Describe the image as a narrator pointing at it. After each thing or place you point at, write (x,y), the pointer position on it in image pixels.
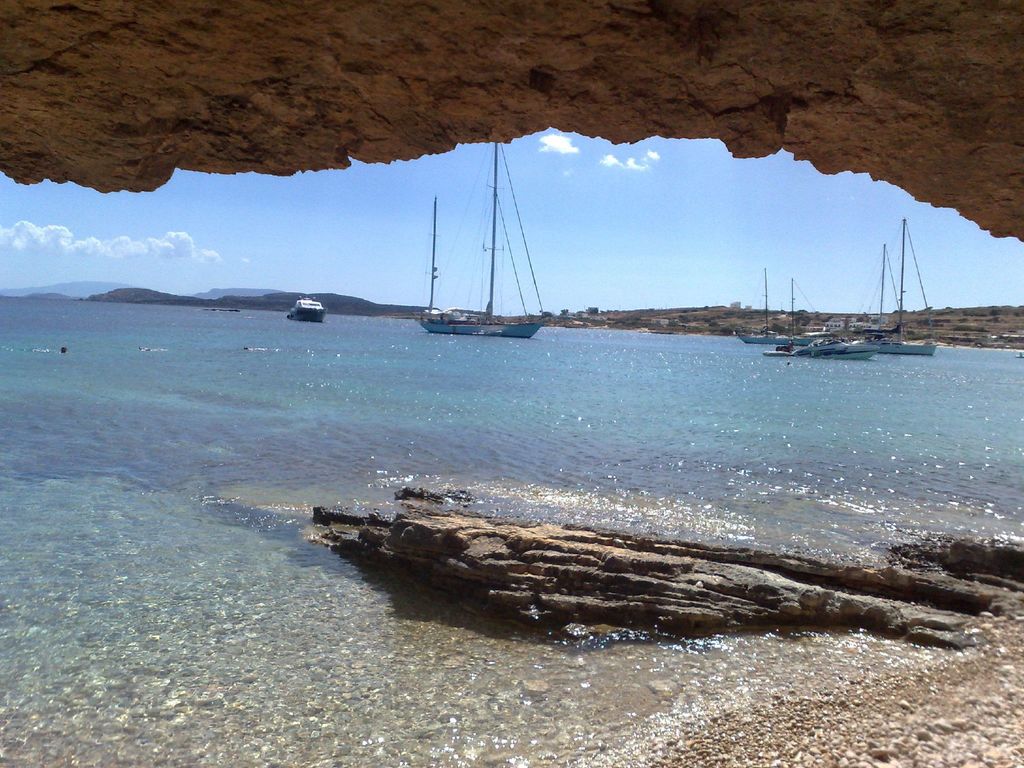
In this picture I can see the water (467,381) in front (777,684) and I can see few boats (422,322) on the water (610,338). In the background (544,268) I can see the sky (564,191). On the bottom right corner of this picture (837,743), I can see the mud (838,703). On the top of this picture (340,56) I can see the rock (813,103).
